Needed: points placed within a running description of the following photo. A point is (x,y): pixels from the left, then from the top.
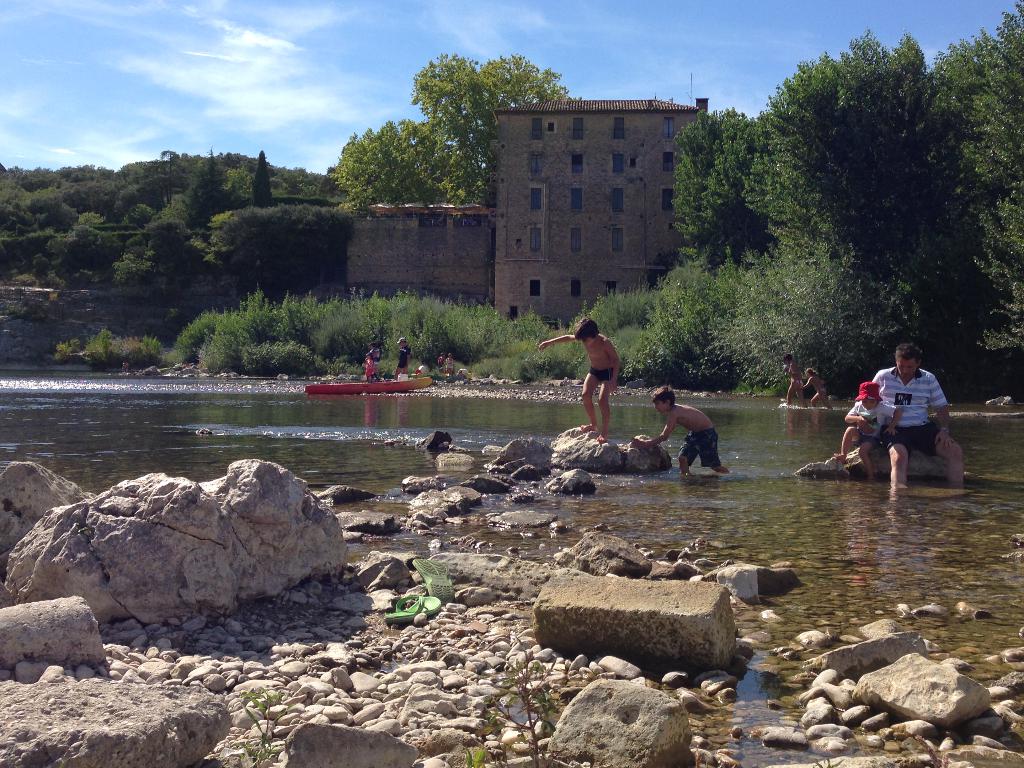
In this picture we can see few rocks (300,525) and group of people (896,438), few are seated, few are standing and few are playing in the water (741,438), in the background (326,361) we can find a boat (356,385), few trees (415,363) and a building (596,239).
